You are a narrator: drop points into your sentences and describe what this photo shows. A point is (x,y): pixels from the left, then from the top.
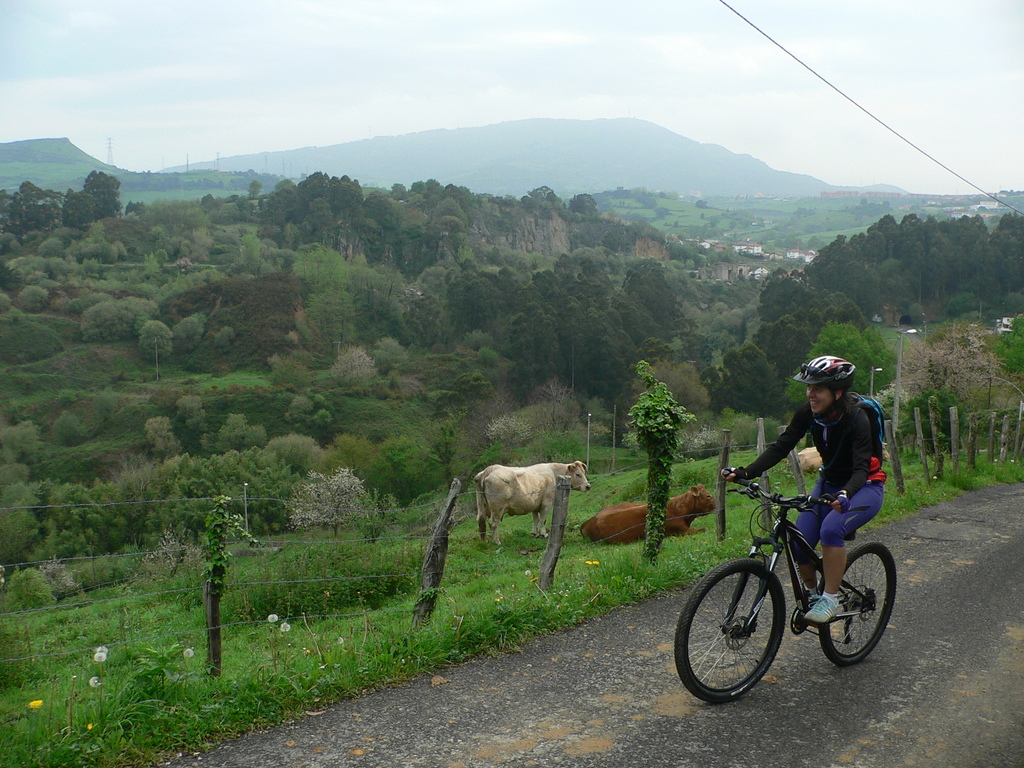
In this picture I can see few cows (690,501) and trees (781,266), buildings (744,246) and a human (845,526) riding bicycle (776,560) and I can see helmet (828,369) on the head (845,398) and backpack (873,417) on the back (865,447) and I can see grass (566,528) and few plants (279,588) and a cloudy sky (524,118).
